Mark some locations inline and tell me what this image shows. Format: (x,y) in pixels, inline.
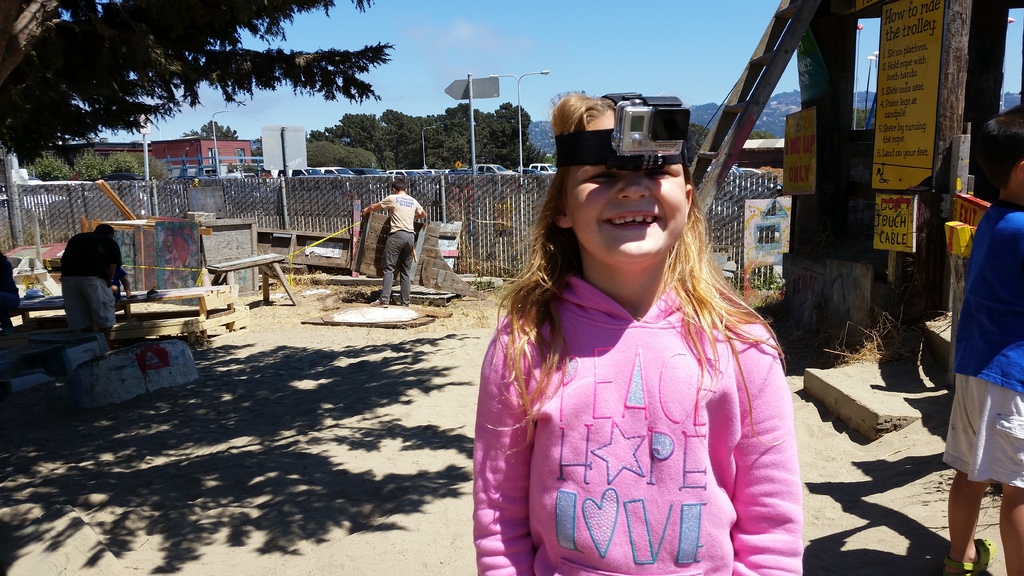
In this picture we can see some people (394,236) on the ground (353,418), posters (923,21), ladder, fence (433,219), vehicles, poles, sheds (221,147), trees (464,156), some objects (352,210) and in the background (507,59) we can see the sky (495,11).
